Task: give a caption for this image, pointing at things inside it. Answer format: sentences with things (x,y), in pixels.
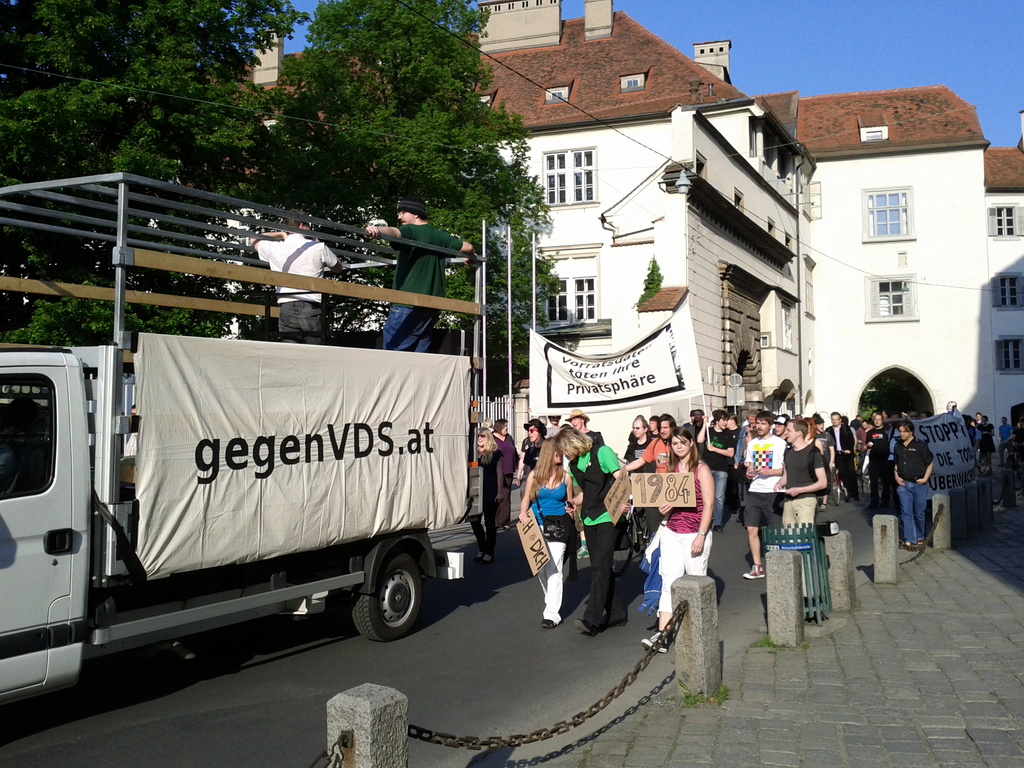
In this picture I can see many people (723,420) who are taking the march on the road (468,725) and holding the posters (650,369) and banners (609,364). On the left (271,557) there is a truck (244,532). In the background (439,14) I can see the buildings (628,212) and trees (259,161). In the top right (878,22) I can see the sky (805,8). At the bottom (489,740) I can see the chains (472,746) which are connected to the stones (682,661).
